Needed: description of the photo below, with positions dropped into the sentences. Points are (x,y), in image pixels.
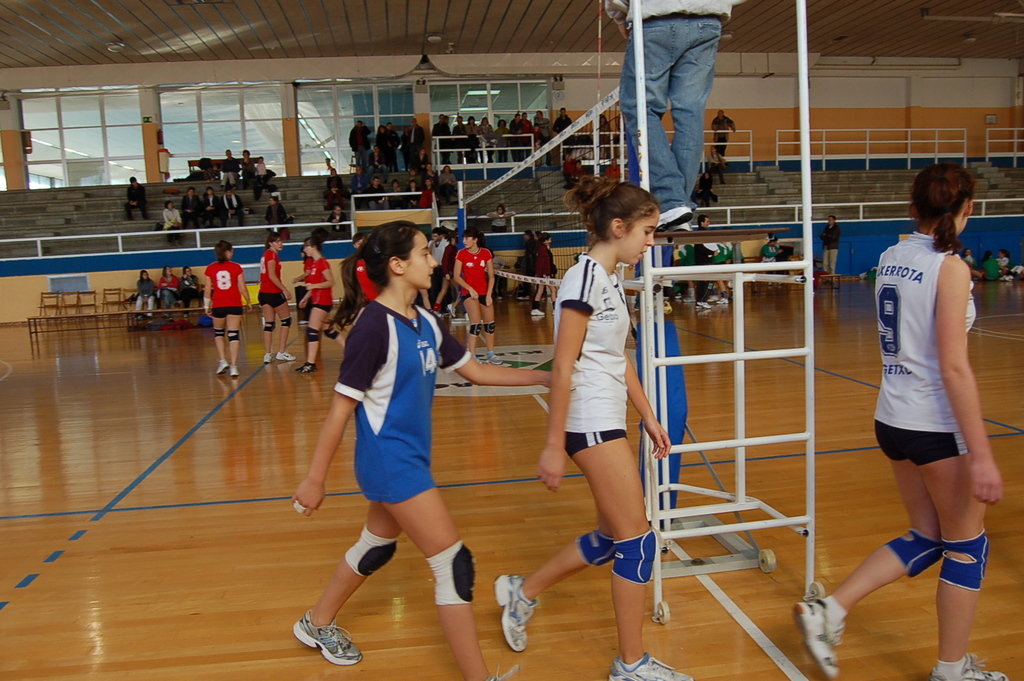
In this image we can see some people (372,417) wearing sports dress (407,354) and there is a net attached to the poles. In the background (352,184), we can see some people (498,206) in the stadium (307,120).
